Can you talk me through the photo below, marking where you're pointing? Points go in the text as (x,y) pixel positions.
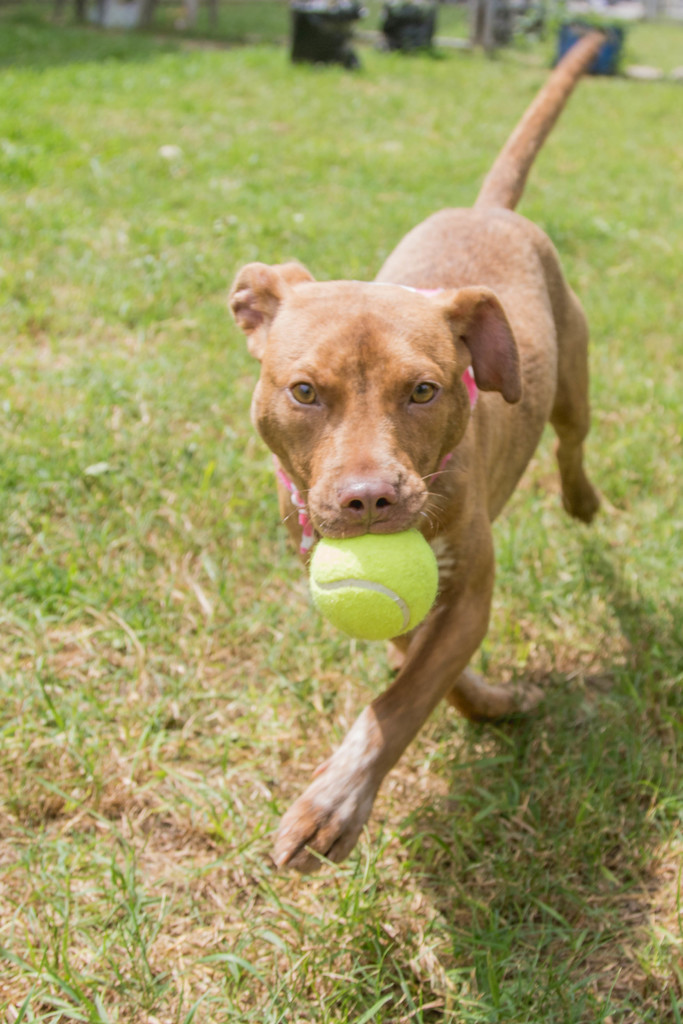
In this image, we can see a dog (363,459) with a ball (410,553) in its mouth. We can see the ground (215,699) with some objects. We can also see some grass (52,396) and black colored objects (337,14).
